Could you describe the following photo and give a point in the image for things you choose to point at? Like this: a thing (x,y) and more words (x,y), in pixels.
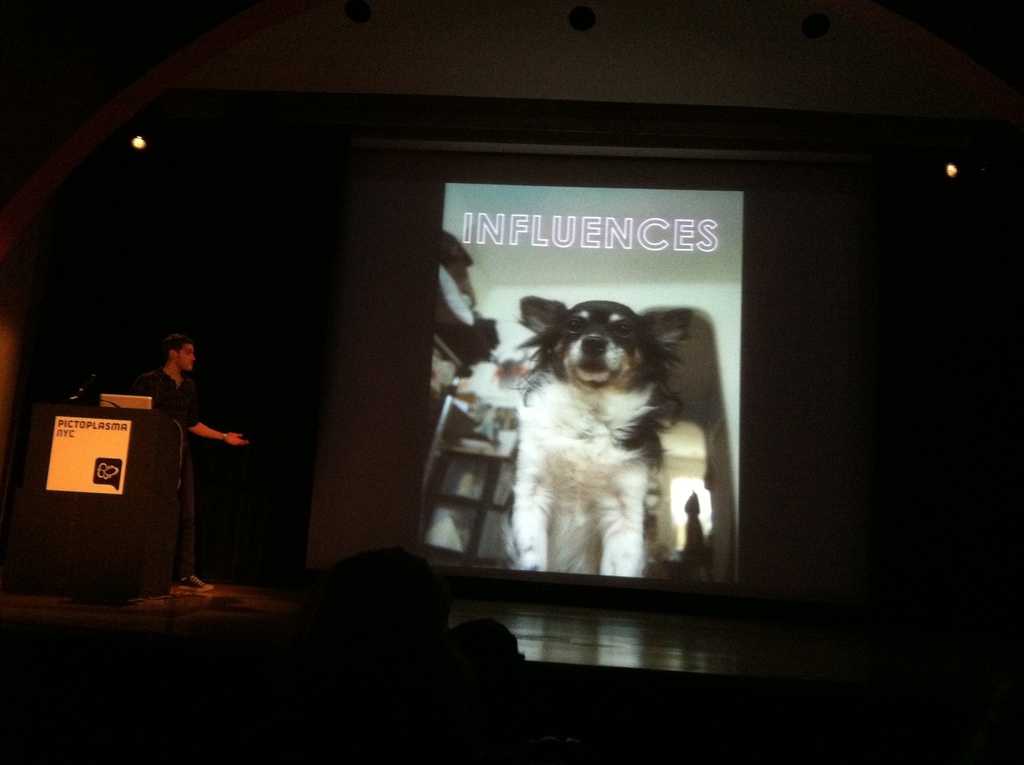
In this picture there is a person (157,404) standing behind the podium (133,457). There are microphones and there is a laptop (144,396) on the podium (164,419) and there is a poster (112,422) on the podium (101,505). In the middle of the image (465,436) there is a screen (707,451), on the screen (558,419) there is a dog (588,544) and there is a text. In the foreground (415,677) there are two persons (422,680). At the top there are lights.
